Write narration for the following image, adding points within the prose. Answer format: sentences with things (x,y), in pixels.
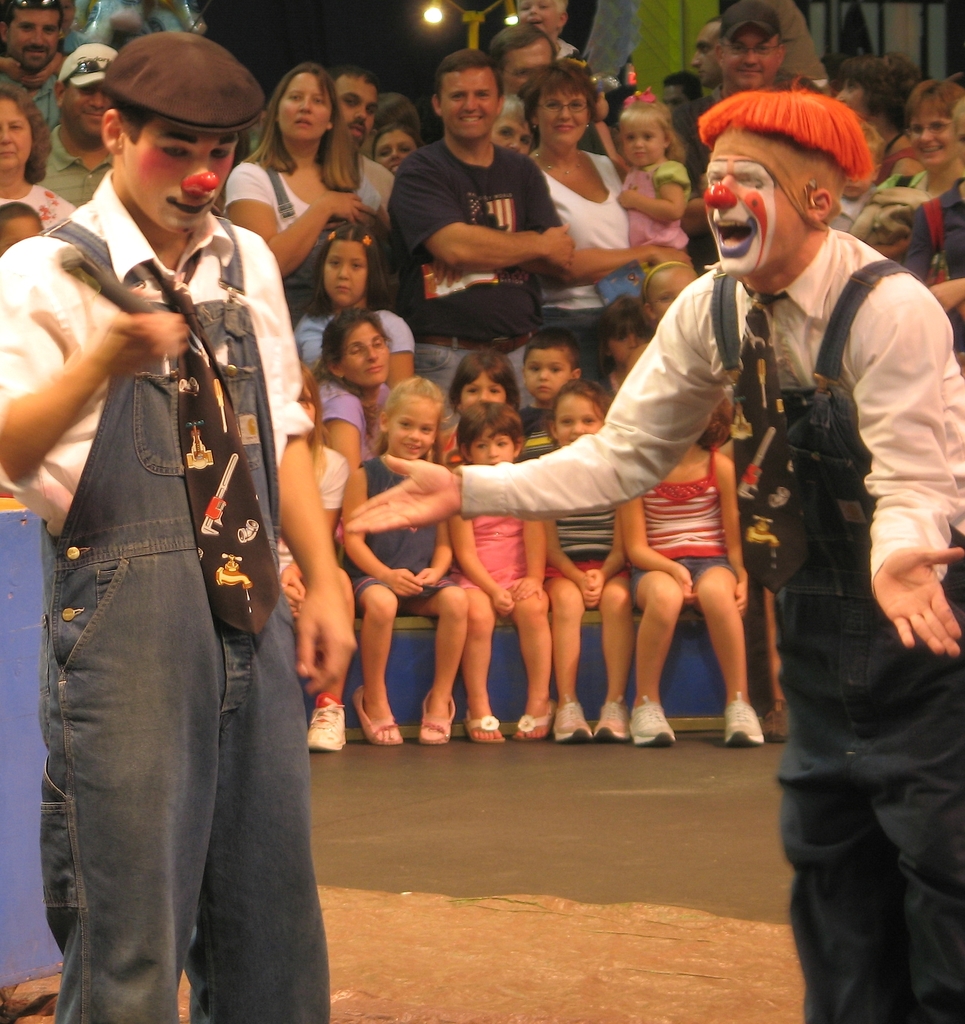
The man (708,357) on the right corner of the picture (829,386) wearing a white shirt (908,371) and blue jeans (847,681) is wearing an orange wig (818,145) and he is acting like a joker. In front of him, the man (76,420) in white shirt (45,350) and blue jeans (173,593) is wearing a brown cap (128,95) and he is holding something in his hand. Behind them, we see people (466,464) watching the performance of the man (919,350). At the top of the picture (418,38), it is dark and we see a light (473,13).
